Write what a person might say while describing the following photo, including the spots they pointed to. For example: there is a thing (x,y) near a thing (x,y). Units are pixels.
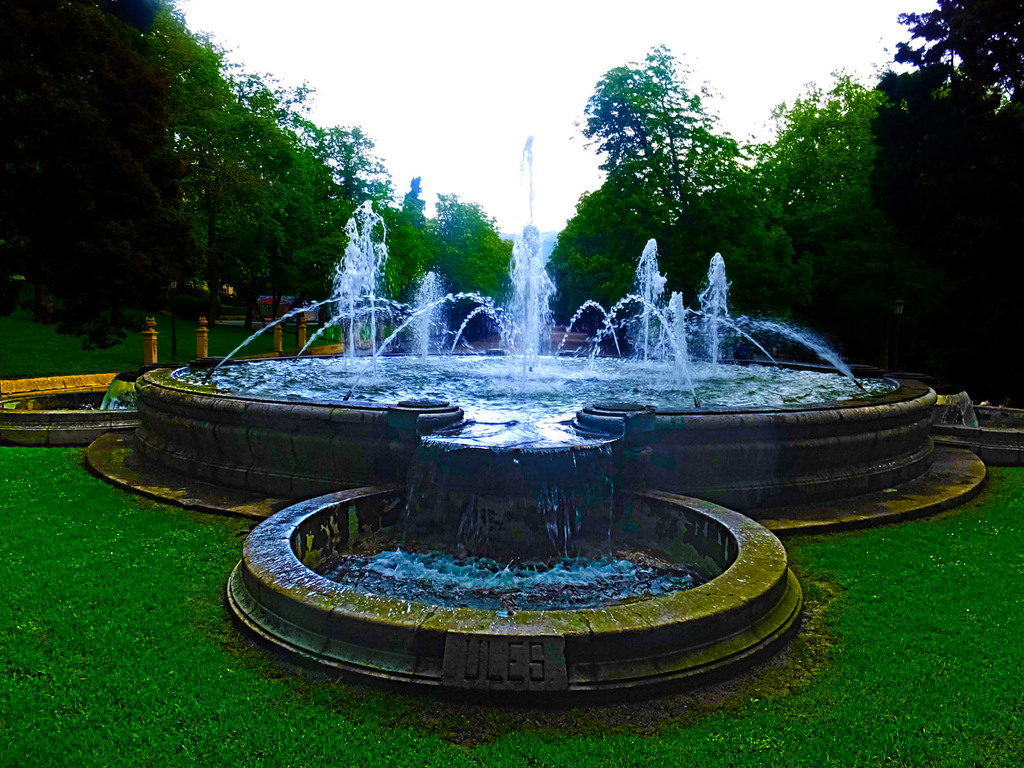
In this picture I can see the fountains (535,366) in the middle (609,283), there are trees (913,332) on either side of this image, at the top (476,101) I can see the sky (473,92).
